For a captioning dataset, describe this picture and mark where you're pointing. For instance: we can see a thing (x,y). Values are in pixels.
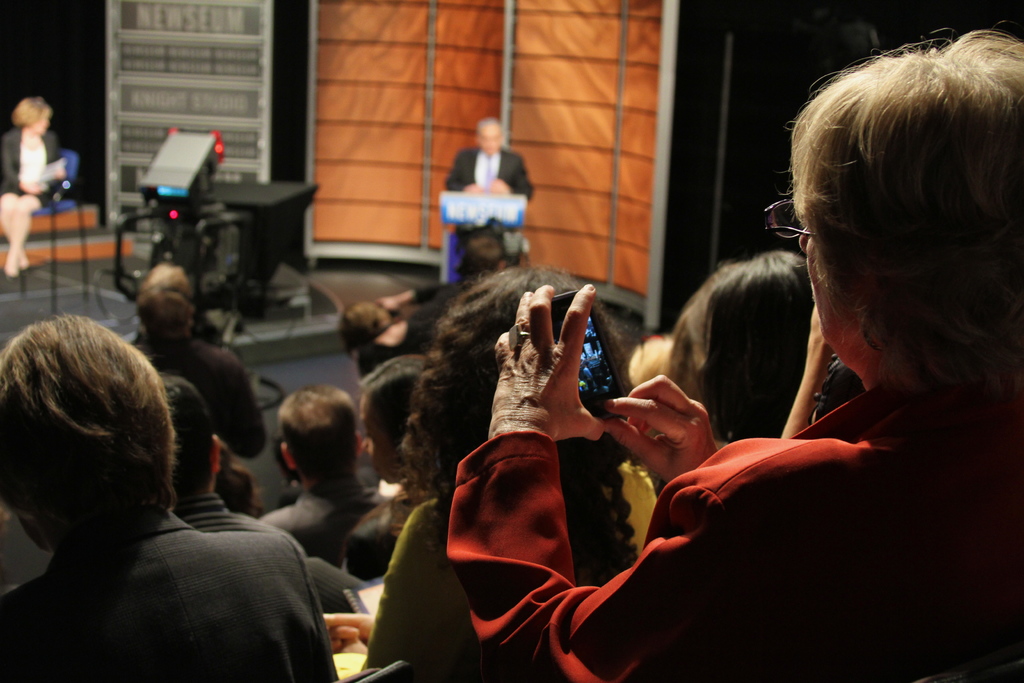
In this image, we can see persons (439,334) wearing clothes (928,459). There is a person (541,479) on the right side of the image (849,461) holding a phone (619,393) with her hands (590,428). There is another person (14,167) on the left side of the image (21,235) sitting on the chair (62,209). There is a monitor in the top left of the image (164,150).
